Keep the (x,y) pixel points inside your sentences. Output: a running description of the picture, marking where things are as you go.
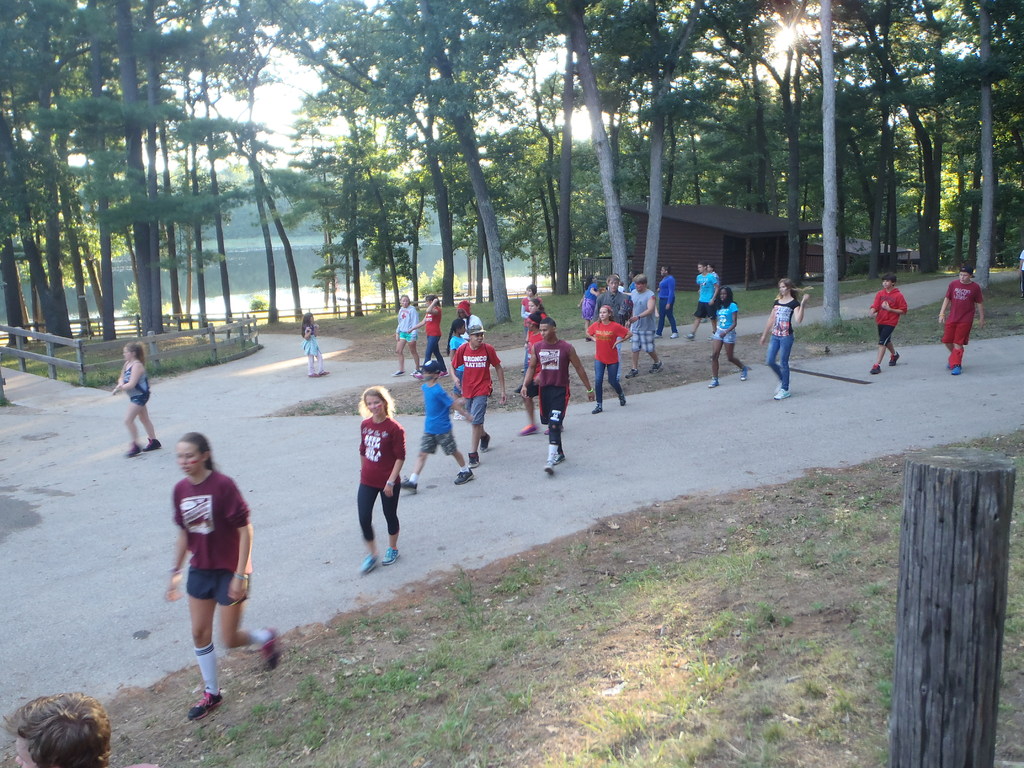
In the center of the image (419,328) we can see a group of people (377,464) are walking on the road (410,435). In the background of the image (344,324) the trees (333,283), fencing (74,346), grass (679,307), house (689,274), water (315,253). At the bottom of the image (696,693) we can see the ground (744,639) and pole (917,659). At the top of the image (283,147) we can see the sky (295,88).
